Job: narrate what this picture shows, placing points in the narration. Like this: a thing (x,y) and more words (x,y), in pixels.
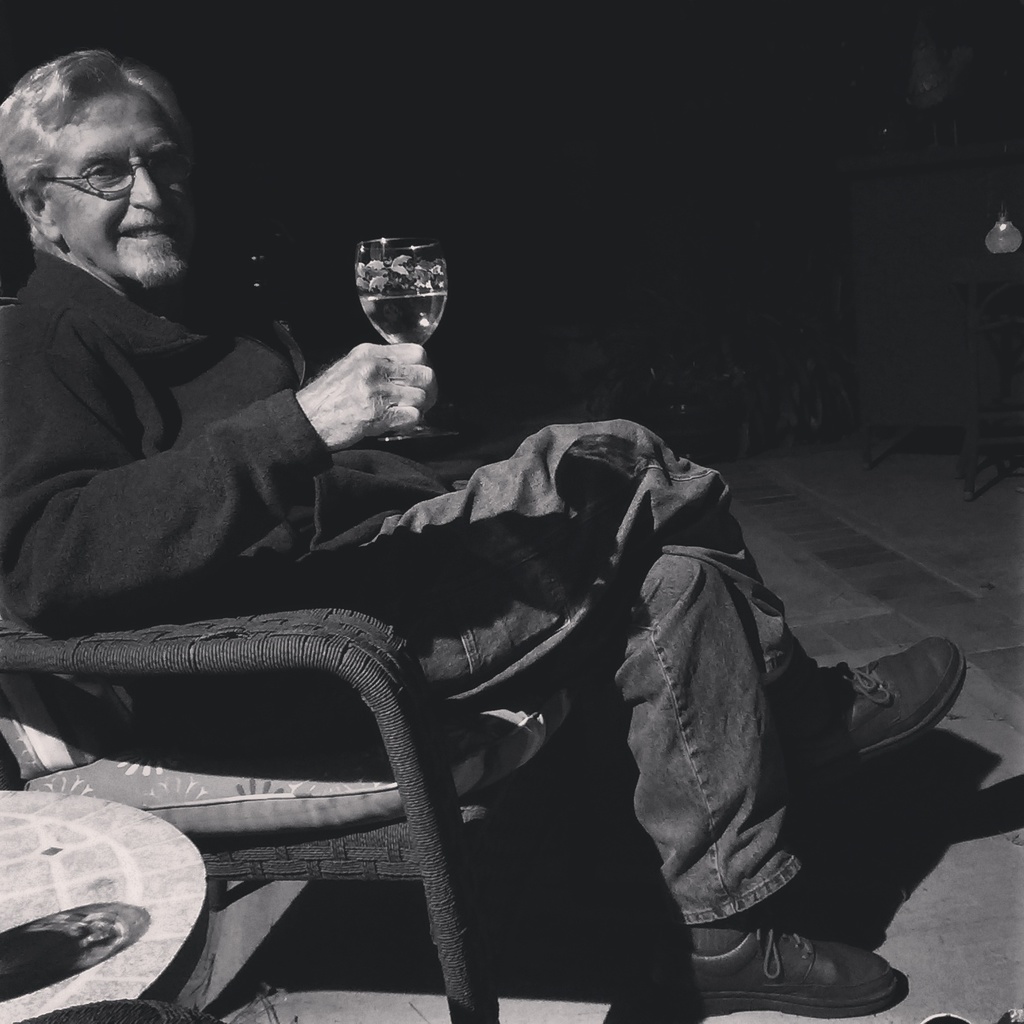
In this picture there is man (412,555) sitting on a sofa (401,744). He is holding wine glass (395,289). He is wearing coat (135,494). He is smiling. Beside him there is a table (135,837).
